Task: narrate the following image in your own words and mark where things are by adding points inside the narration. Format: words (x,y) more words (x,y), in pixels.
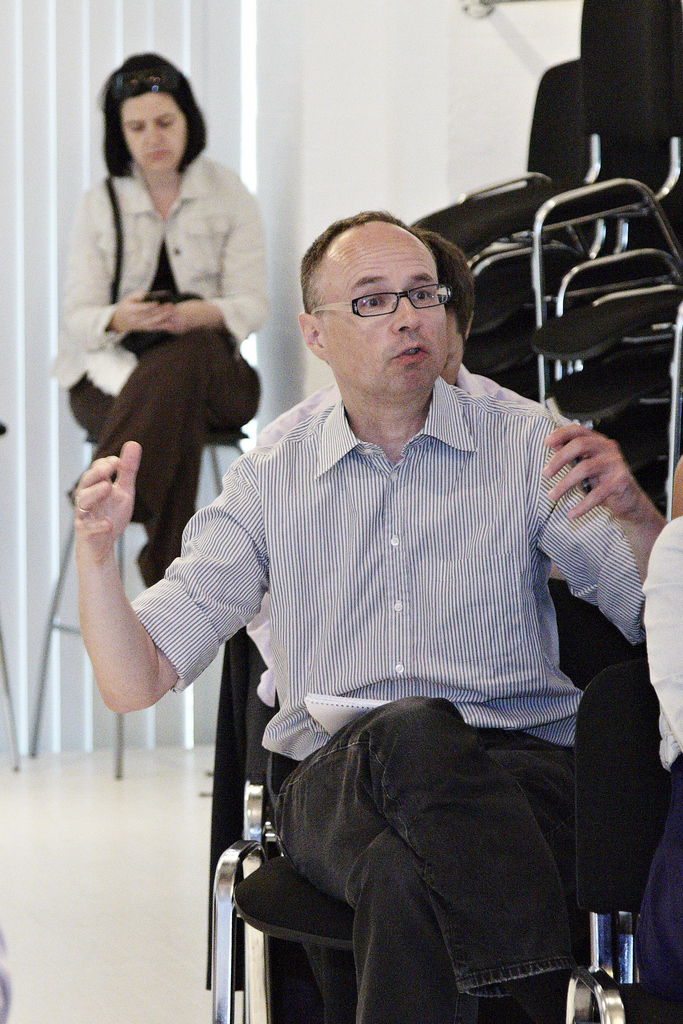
there are people (381,233) sitting on a chair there are two men (430,309) and one woman (215,225) sitting on the chair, the person (386,641) sitting on the front chair (282,919) was talking.
